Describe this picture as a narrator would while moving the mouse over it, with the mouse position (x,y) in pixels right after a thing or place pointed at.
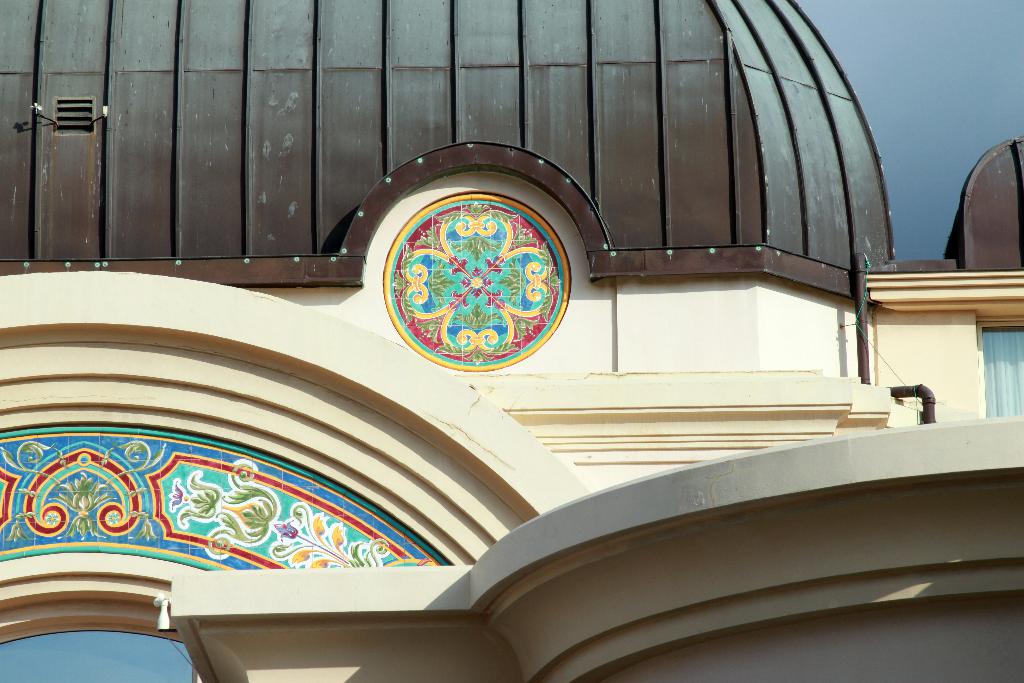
This picture contains a building (536,480) in white and brown color. In the middle of the picture (500,301), we see a sticker (529,300) in different colors is pasted on the white wall (569,320). At the top of the picture (334,175), we see the roof (216,132) of the building (377,103), which is in brown color. In the right top of the picture (897,103), we see the sky (906,148). On the right side (992,349), we see a curtain (997,384) in white color.
